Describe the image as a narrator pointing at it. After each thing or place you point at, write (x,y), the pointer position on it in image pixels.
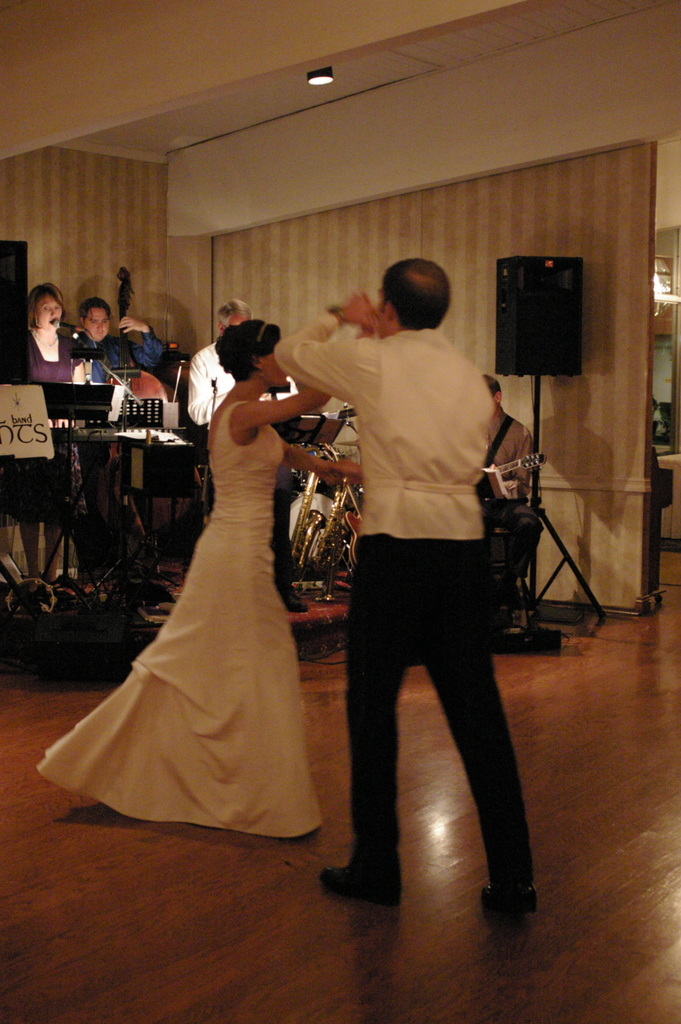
In this picture I can see two persons (250,590) dancing, and in the background (9,275) there are group of people (52,353), musical instruments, speakers (13,291) with the stands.
